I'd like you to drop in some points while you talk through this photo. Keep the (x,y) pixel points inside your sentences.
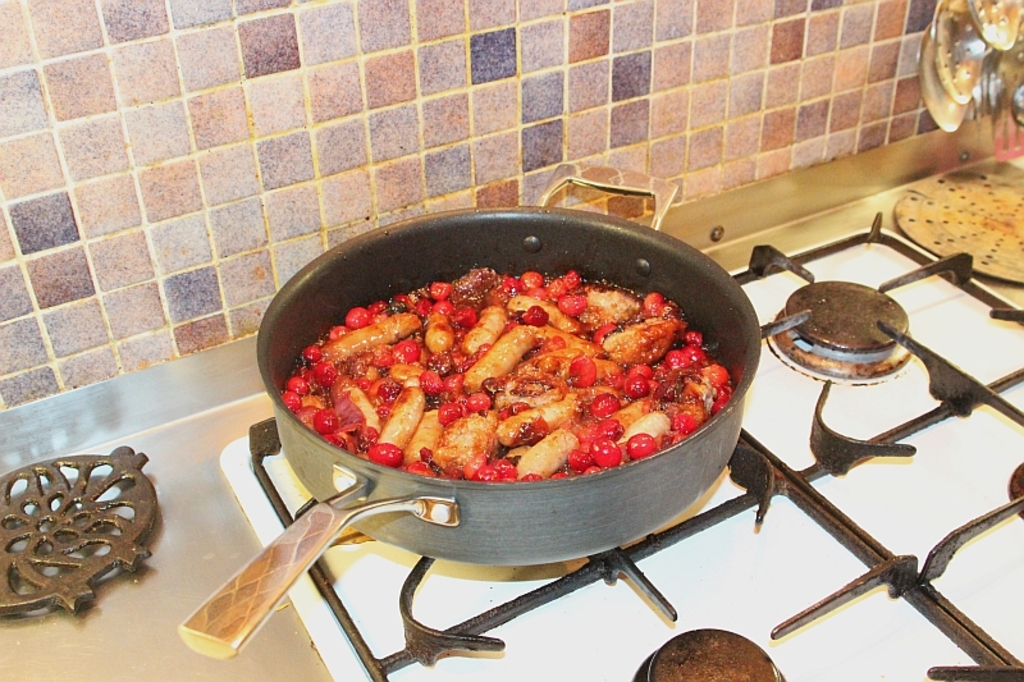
In this image we can see a countertop (156,605) with stove (771,321). And there is a frying pan (515,249) with some food items (541,382) and we can see the spoons (964,73) and few objects (132,556) on it. In the background (415,108), we can see the wall (546,95).
